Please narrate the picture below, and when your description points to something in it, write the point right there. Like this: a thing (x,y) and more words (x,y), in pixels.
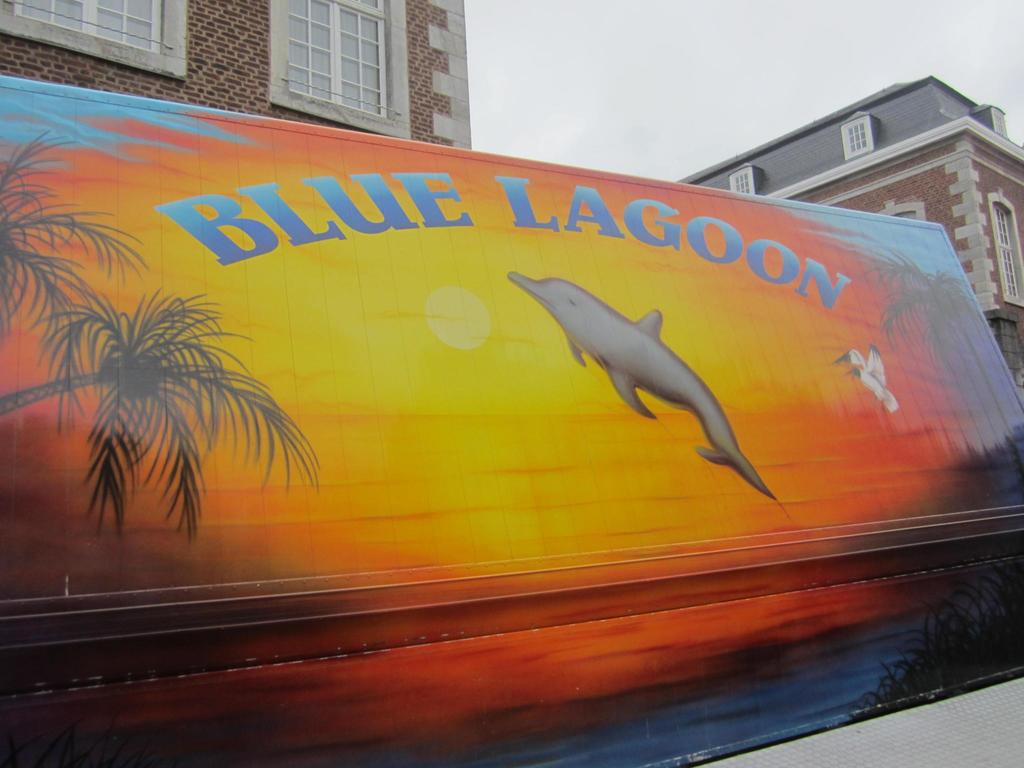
In this image we can see a wall (539,422) with some painting (668,405) on it. We can also see the buildings (454,51) with windows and the sky (613,94) which looks cloudy.
